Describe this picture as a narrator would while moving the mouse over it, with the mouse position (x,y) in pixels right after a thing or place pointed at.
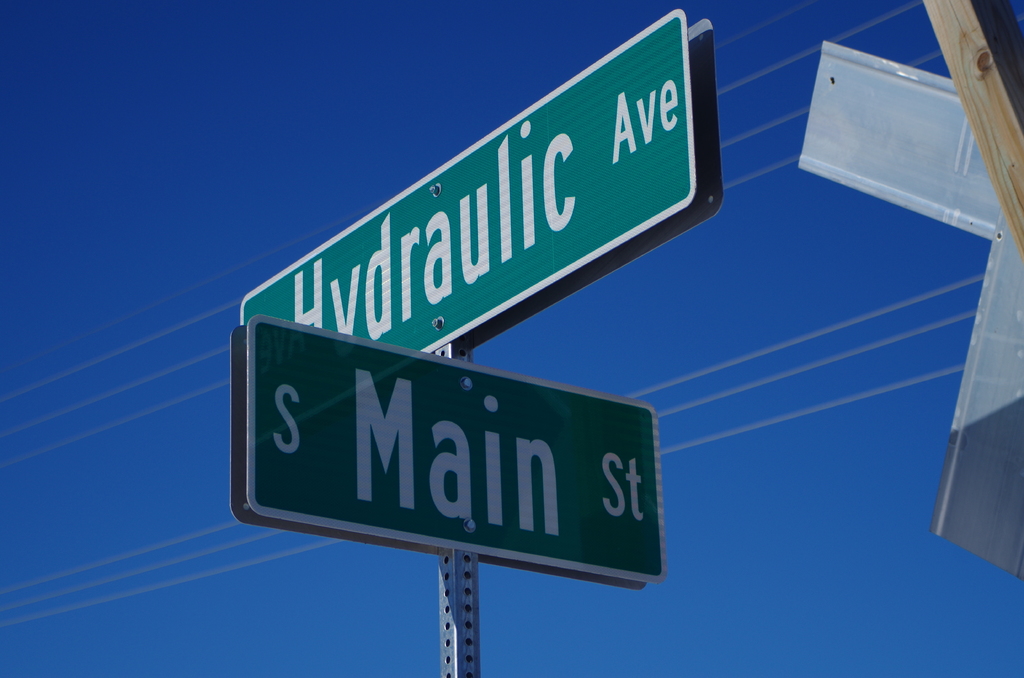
In this image I see a pole (464,572) over here on which there are 2 green color boards (526,305) and I see words (525,175) written on it and I see the wires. In the background (381,131) I see the clear sky (554,12) and I see the wooden stick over here and I see 2 white color things (894,118) over here.
